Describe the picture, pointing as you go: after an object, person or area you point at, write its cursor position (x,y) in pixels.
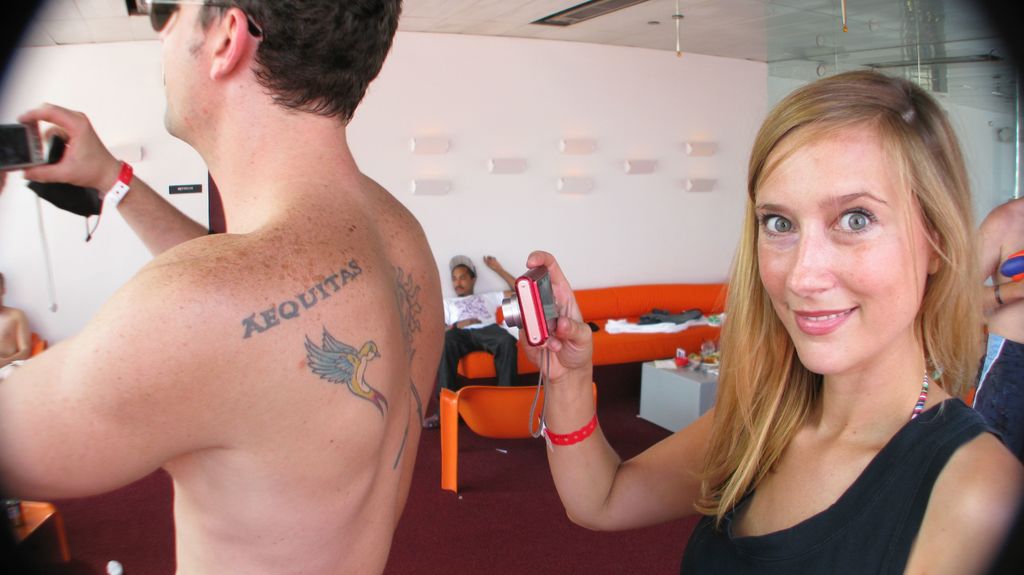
In the foreground of this image (567,474), there is a man (257,222) and a woman (646,457) holding cameras (538,325). In the background (15,339), there are two people (470,319) sitting on the couch (625,333) and also we can see few clothes (663,312) on the couch (605,341), few objects (705,362) on the table (673,388), wall (627,156), ceiling (687,24) and a man (1007,254) on the right (1001,287).
